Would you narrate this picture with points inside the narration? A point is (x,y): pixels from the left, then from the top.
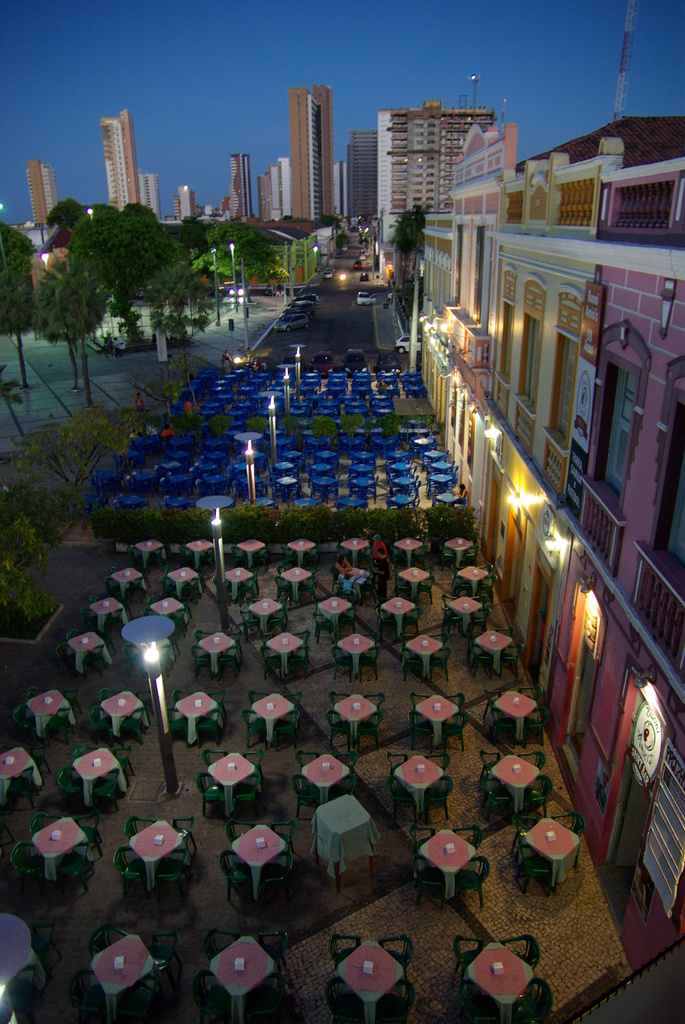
This picture is clicked in the city. At the bottom (337,722), we see the tables (125,714) and the chairs (465,969) in pink, green and blue color. On the right side (515,473), we see the buildings (615,760) and the lights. On the left side (59,520), we see the trees (64,476) and street lights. In the middle (392,355), we see the vehicles (296,323) are moving on the road (352,249). There are buildings (452,163) in the background (414,133). At the top (293,70), we see the sky (357,81), which is blue in color.
